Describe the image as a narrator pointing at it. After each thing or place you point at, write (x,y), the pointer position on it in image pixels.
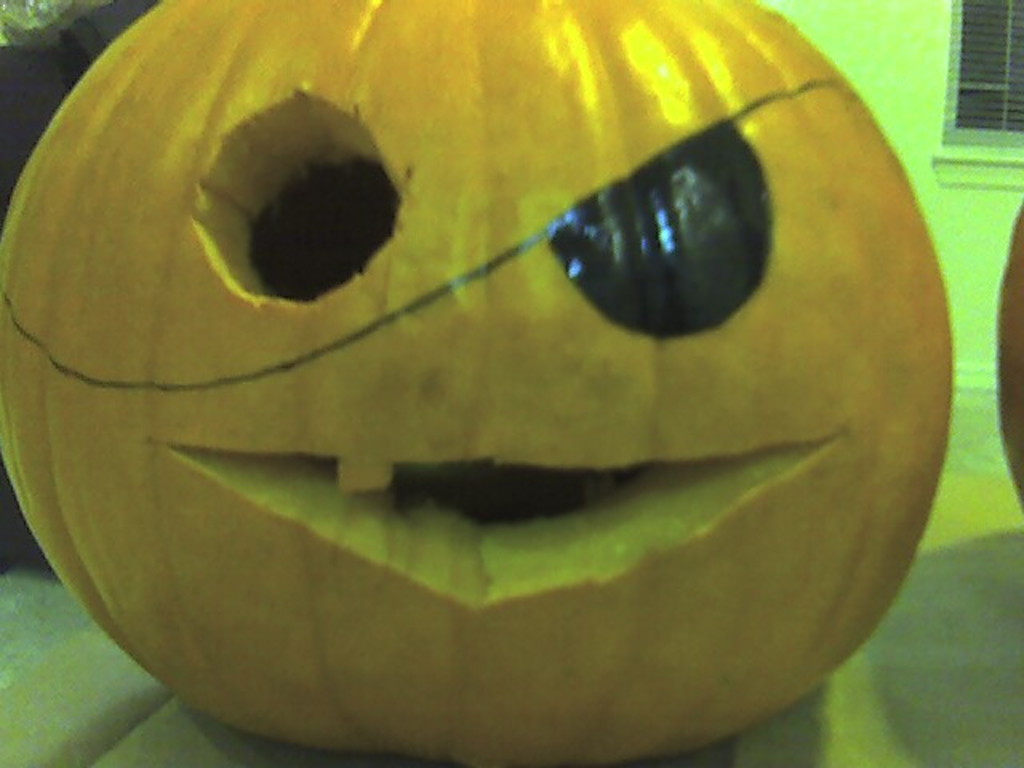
In the image there is a pumpkin (318,214) and to the pumpkin (242,220) there is an eye (263,248) and mouth (547,526) are carved, in the background (920,115) there is a wall (932,93) and window (951,117).
